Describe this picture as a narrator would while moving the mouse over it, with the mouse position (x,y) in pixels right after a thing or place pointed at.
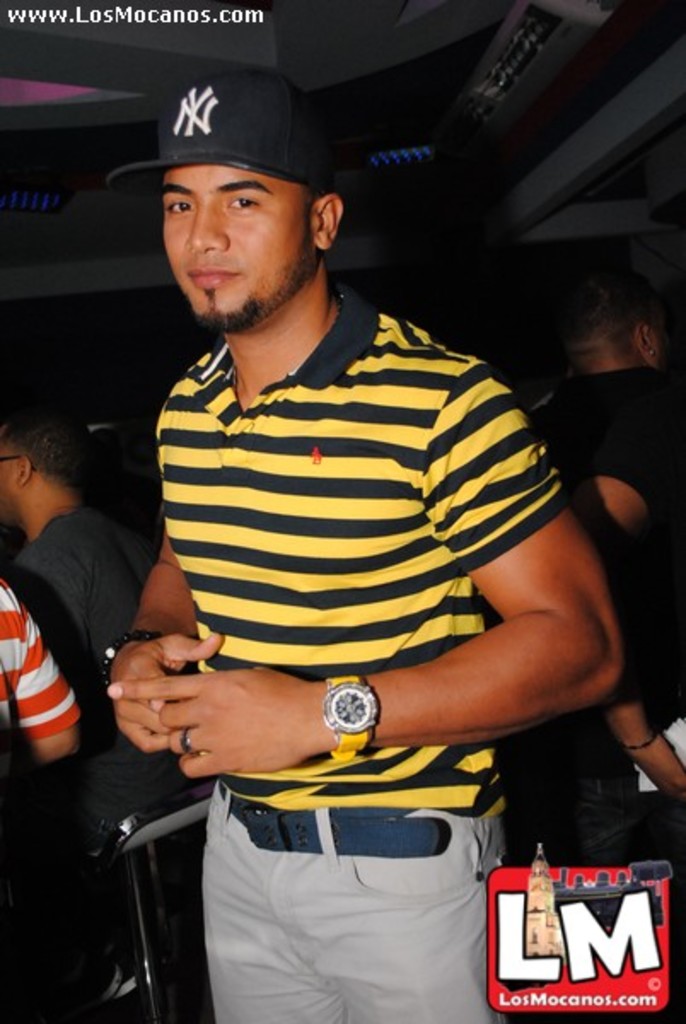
In the picture we can see a man (264,642) standing with yellow T-shirt (378,399) and black color lines (461,390) on it and with a black cap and behind him also we can see some people (669,525) are standing in the dark.
